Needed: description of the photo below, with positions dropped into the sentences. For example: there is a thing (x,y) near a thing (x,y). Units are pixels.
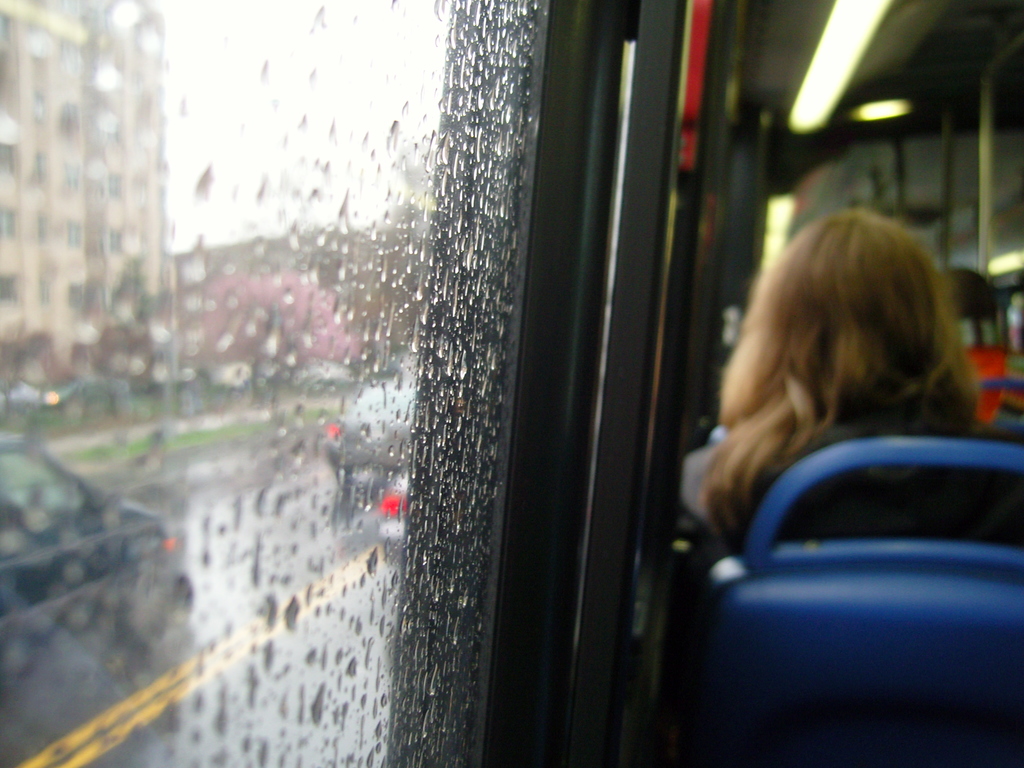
In this image I can see the person (715,498) sitting in the vehicle (747,653). To the left (267,484) I can see the glass (254,532) of the vehicle (765,650). Through the glass (156,603) I can see few vehicles (157,591) on the road (223,623). In the background (57,229) I can see the buildings (211,273) and the sky (267,88).
